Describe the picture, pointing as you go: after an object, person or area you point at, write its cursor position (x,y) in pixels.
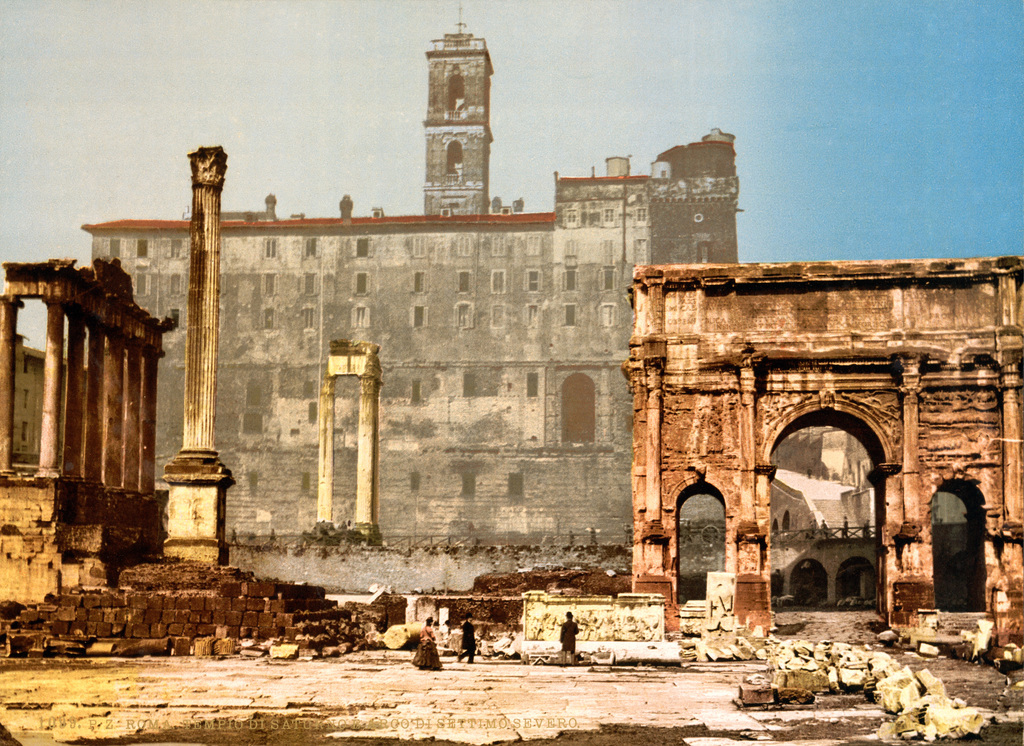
In this image I can see few buildings (767,594) and the buildings (767,594) are in gray and brown color, I can also see few persons (416,657) walking. Background (557,40) the sky (745,84) is in blue and white color.
